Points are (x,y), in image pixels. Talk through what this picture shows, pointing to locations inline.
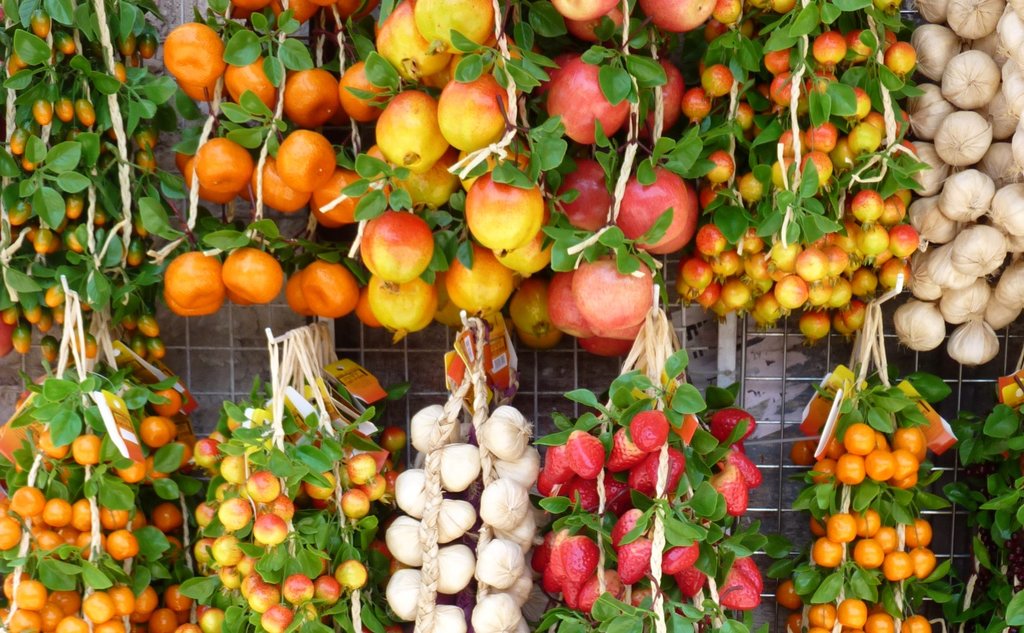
In this image we can see bunch of fruits (852,157) are hanged with the help of white color rope (81,340).
